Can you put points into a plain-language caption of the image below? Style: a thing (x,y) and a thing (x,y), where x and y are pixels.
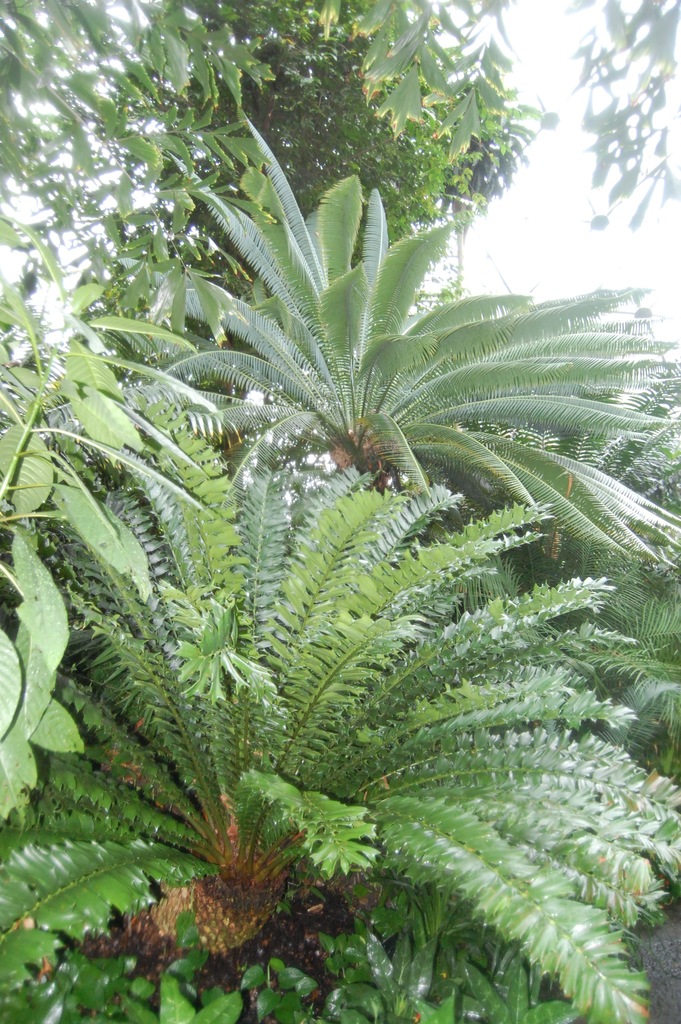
Here we can see plants (363,645) and trees (378,14). In the background (554,247) there is sky (604,267).
